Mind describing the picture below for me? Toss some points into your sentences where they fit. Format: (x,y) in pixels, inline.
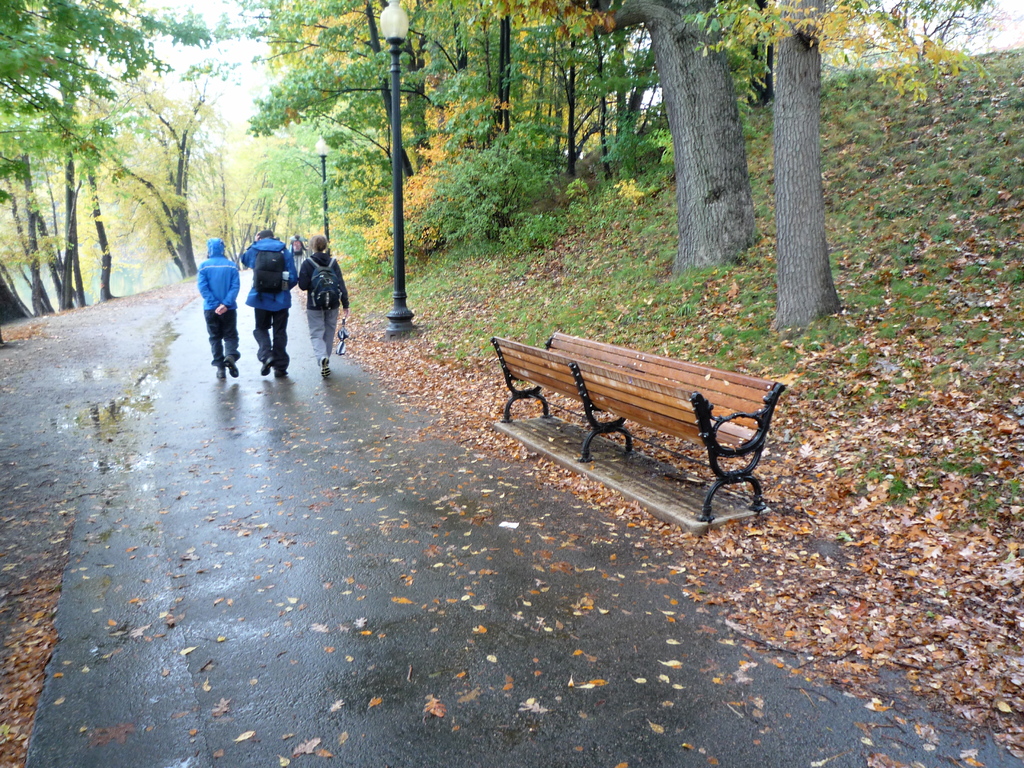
This is the picture of the street (167,415) where we have three people (306,276) walking on the road (578,544) and a bench (510,372), a pole (398,138) and some trees (678,178) around them.
